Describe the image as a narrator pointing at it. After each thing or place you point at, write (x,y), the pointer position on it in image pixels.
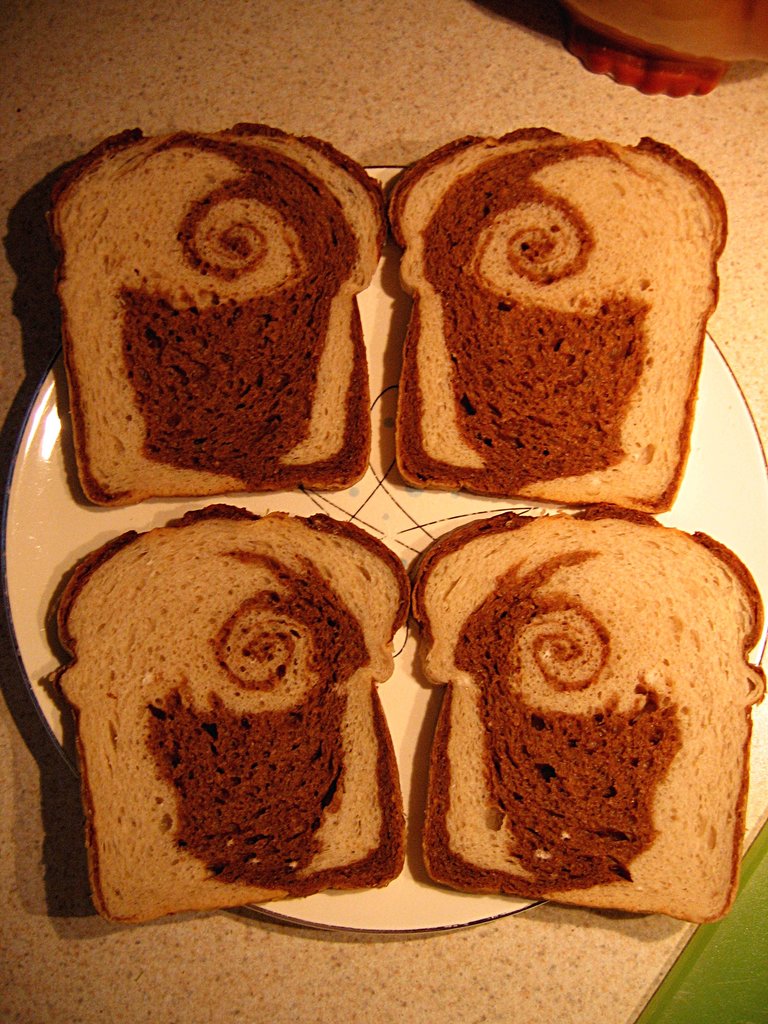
In this image, we can see food (424,634) on the plate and in the background (598,40), there is an object (656,54) on the table (401,984).
